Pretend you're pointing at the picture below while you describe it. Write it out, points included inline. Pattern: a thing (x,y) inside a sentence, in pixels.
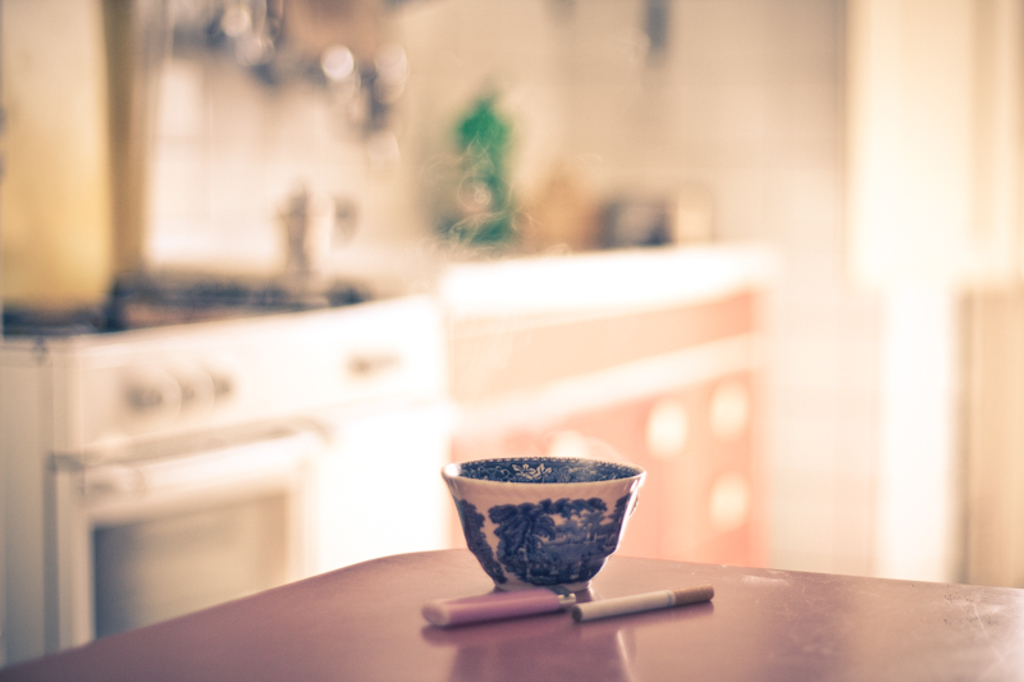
This is picture taken in a room (24,92). This is a table (767,590) on the table (738,643) there is a bowl (539,524), lighter (522,591) and cigarette (646,600). Background of this table (521,635) is a kitchen (490,442) and it is in white and pink.
